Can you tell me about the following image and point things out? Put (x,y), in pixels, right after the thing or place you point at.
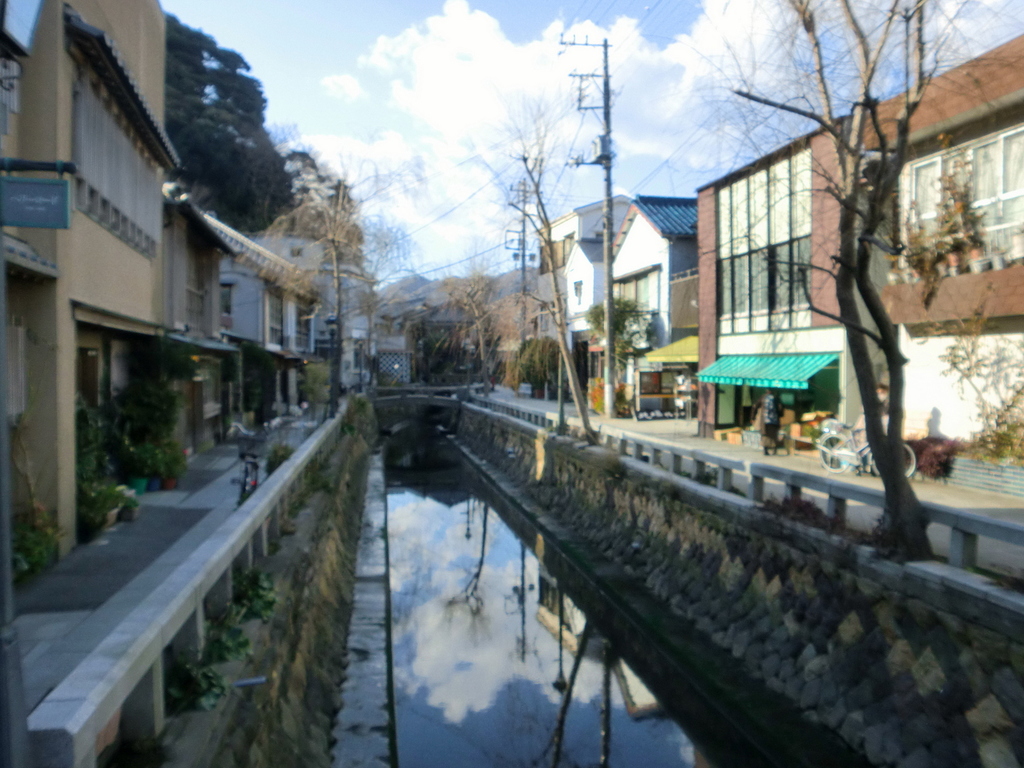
In this picture I can see there is a canal (494,579) and there is water (480,592) in it. There is a bicycle (911,472) and a person (883,399) standing on the right side (768,414), there is another person (774,430) standing behind him, there are few plants (1011,453), buildings (736,196) and trees (894,391). There is another bicycle (246,445) on left side (251,463) and there are a few buildings (214,348) and trees (340,257).
